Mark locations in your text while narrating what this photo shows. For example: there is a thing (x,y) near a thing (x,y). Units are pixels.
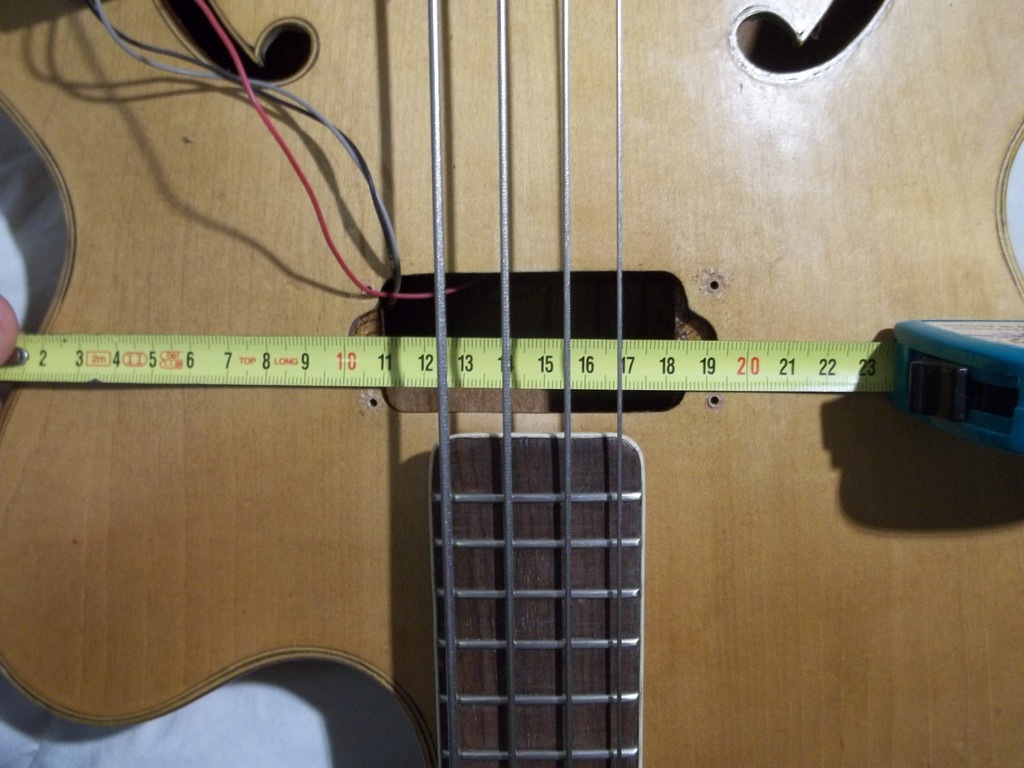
This is the picture of a guitar (465,401) on which there are some strings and a tape (311,379) is been placed on it.
